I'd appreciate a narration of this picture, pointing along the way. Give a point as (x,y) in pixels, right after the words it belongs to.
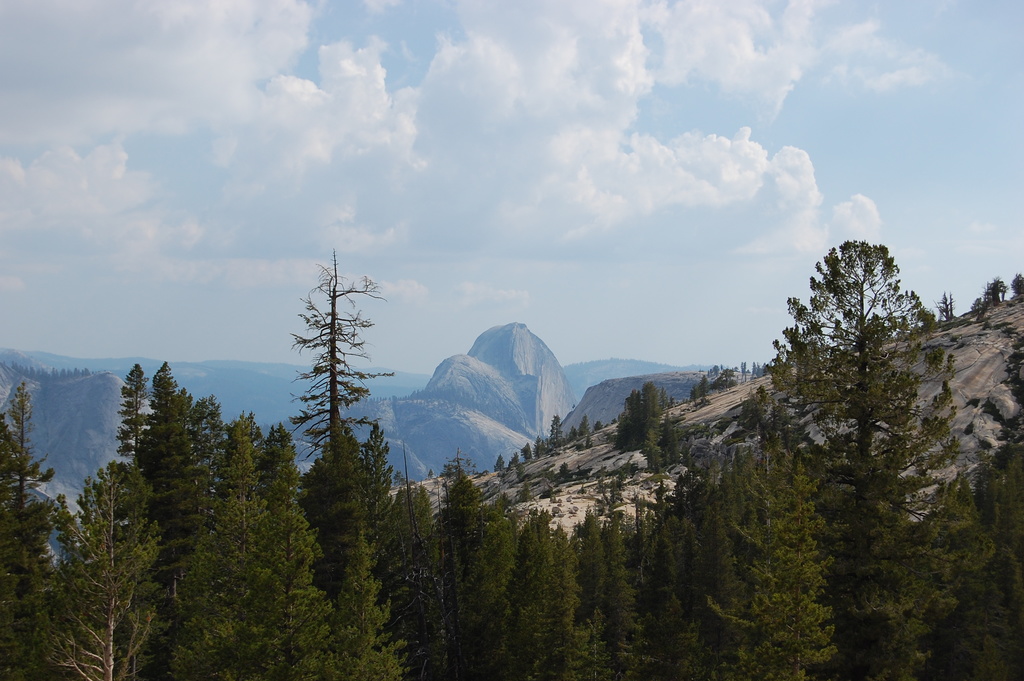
In this image, we can see trees (330,493), mountains (501,434). Top of the image (539,117), there is a cloudy sky (557,226).
